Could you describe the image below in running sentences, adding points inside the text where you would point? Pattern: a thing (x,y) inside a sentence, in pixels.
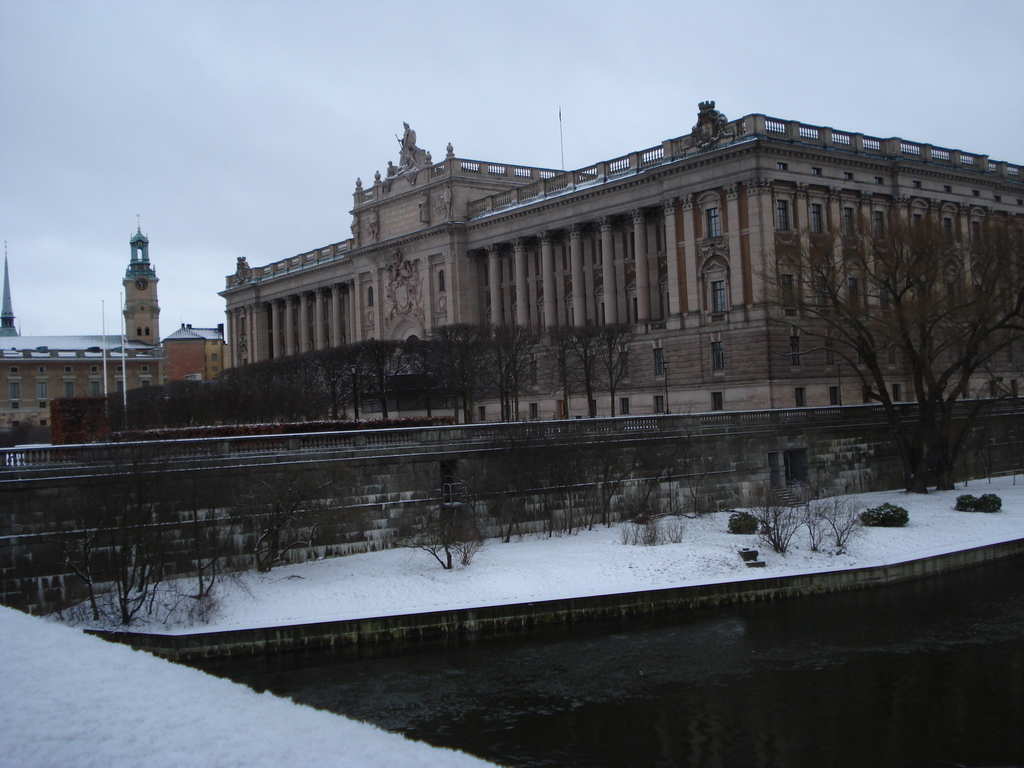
In the bottom right corner of the image (709,706) there is water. Behind the water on the ground (223,589) there is snow (1004,485) with trees (105,566). Behind the snow (246,580) there is a wall (424,451) with railings (203,449). Behind the railings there are trees (485,348). In the background (276,346) there are buildings (244,306) with walls (238,324), windows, pillars (583,286), sculptures (698,144) and roofs (594,185). At the top of the image (568,148) there is sky (117,102).
